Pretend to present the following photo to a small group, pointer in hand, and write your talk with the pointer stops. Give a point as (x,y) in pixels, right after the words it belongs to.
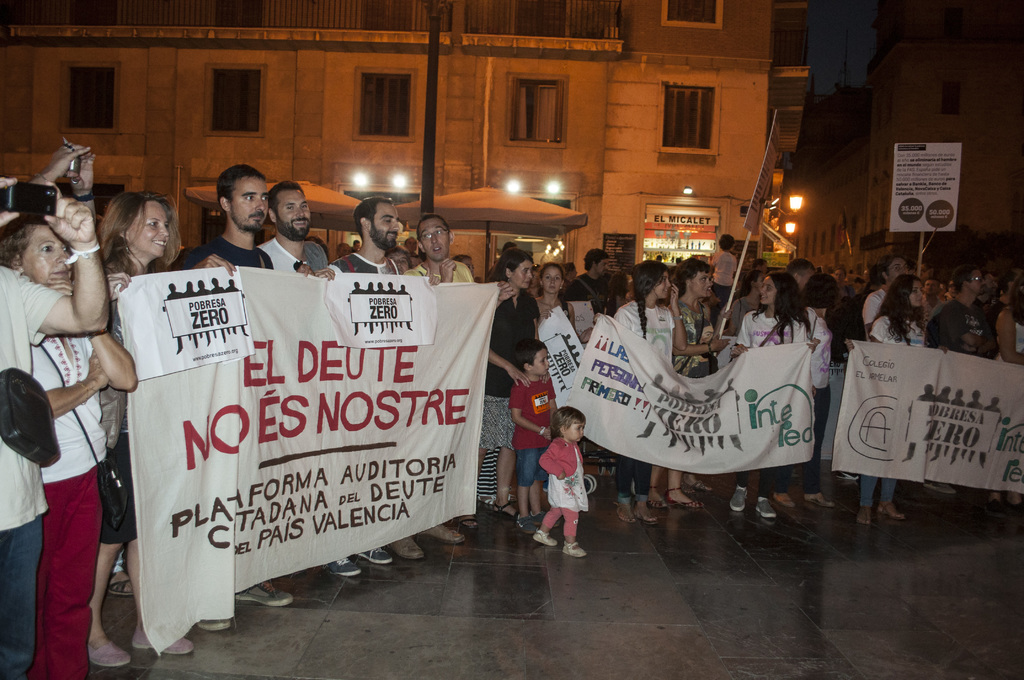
In this image we can see people (885,278) standing, holding banners (605,397) with some text (929,429). At the bottom of the image (637,604) there is floor (555,591). In the background of the image (493,105) there are buildings (320,160), lights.
